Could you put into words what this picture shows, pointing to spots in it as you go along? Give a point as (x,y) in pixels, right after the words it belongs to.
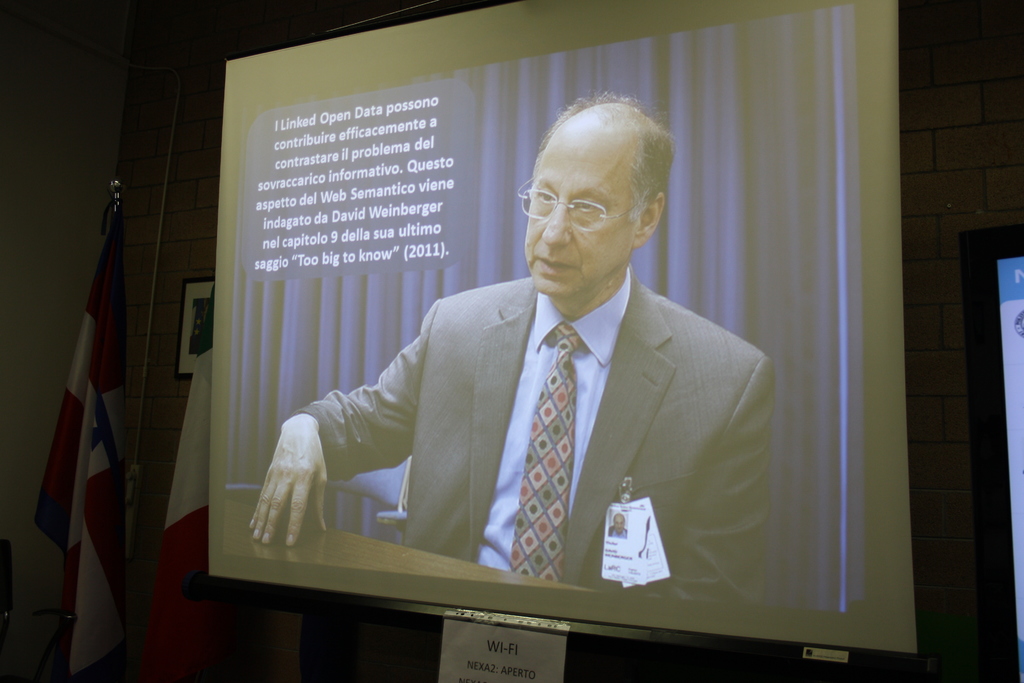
This picture shows a projector screen (803,202) and we see a man (511,523) seated. He wore spectacles (571,201) on his face (571,201) and we see id cards (620,536) to the coat (611,404) he wore and we see text (394,248) and we see couple of flags (203,525) and a photo frame (181,351) on the wall (206,112).
